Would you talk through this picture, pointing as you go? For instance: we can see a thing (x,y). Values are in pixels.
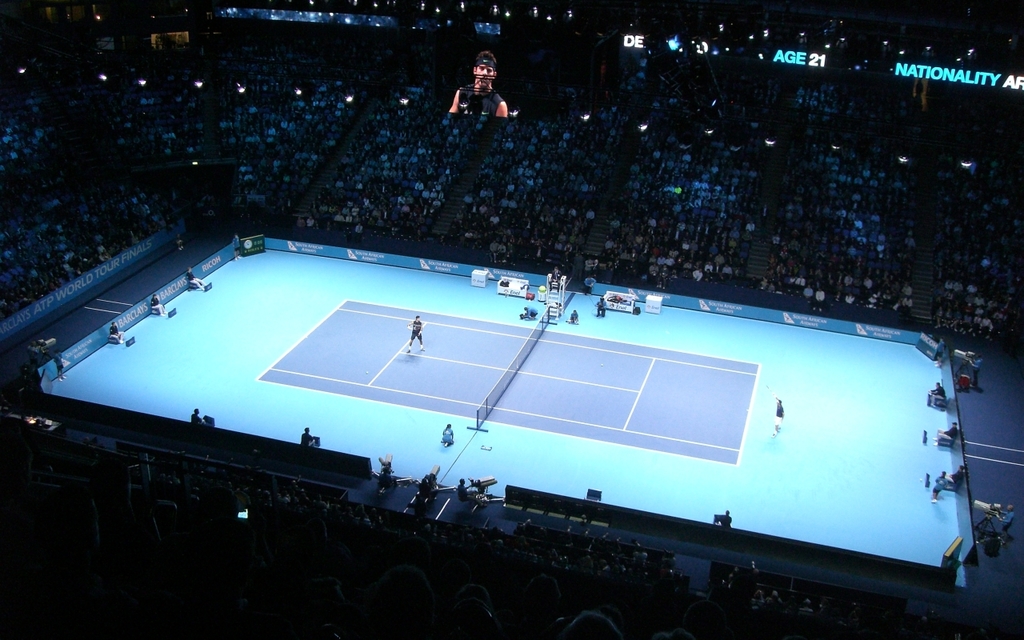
There is a tennis court (499,363). Two persons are playing. On the sides of the court (271,277) there are banners (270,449). There is a crowd (402,530) sitting on the stadium (387,131). On the top (475,99) we can see an image of a person (478,74). There are video cameras (478,486).
